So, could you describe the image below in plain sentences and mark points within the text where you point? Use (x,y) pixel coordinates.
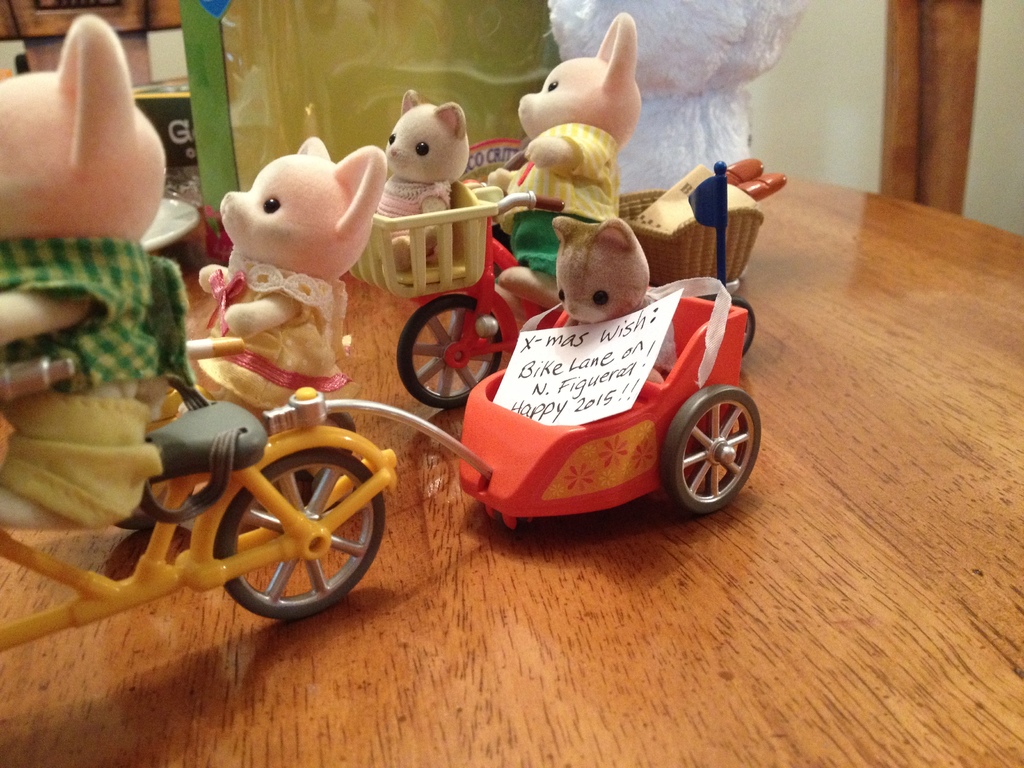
In this picture we can observe some toys (221,281) placed in the toy vehicle (459,276). We can observe white color paper (556,386) in this orange color toy (615,440). They are placed on the brown color table (495,633). In the background (841,100) there is a wall (822,110) which is in white color.
